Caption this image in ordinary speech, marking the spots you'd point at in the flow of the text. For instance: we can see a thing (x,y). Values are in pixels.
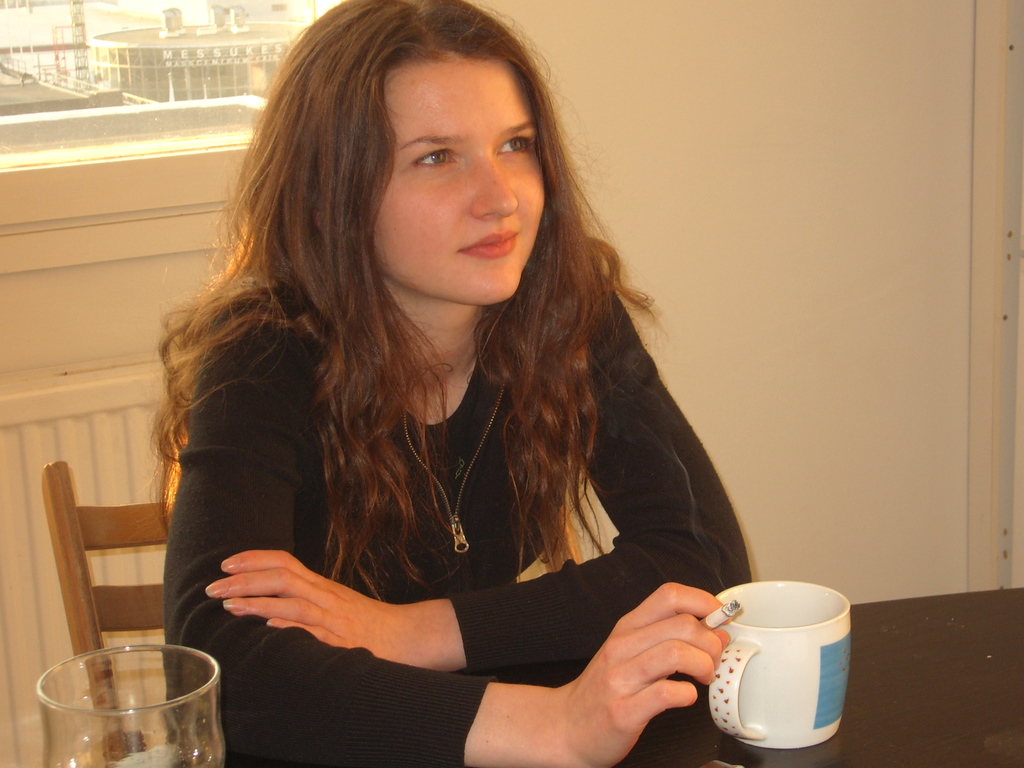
In this picture there is a woman (459,460) who is wearing a black dress (474,474) and is sitting on the chair (150,592). She is holding a cigarette (716,626) in her hand (590,709). There is a cup (812,685) on the table (922,708). There is a glass (199,748) on the table (907,709). At the background (191,65) there is a building (157,52).
